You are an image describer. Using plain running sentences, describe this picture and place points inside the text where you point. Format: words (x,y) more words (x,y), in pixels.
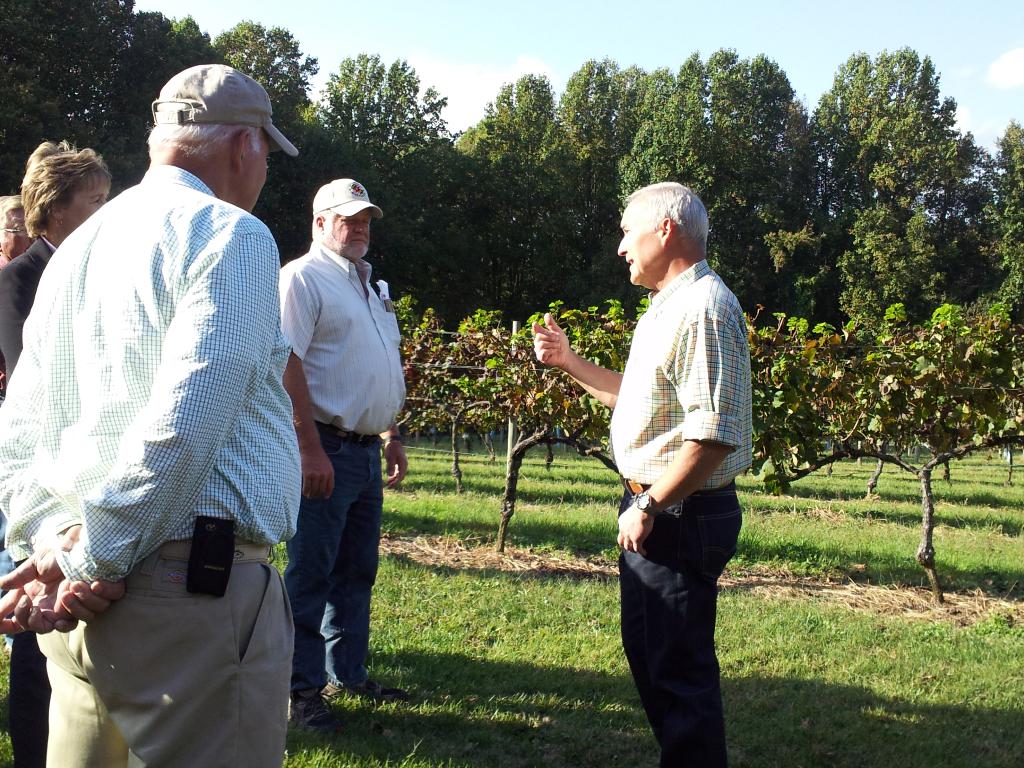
In this image we can see a group of people (285,346) standing. There is a grassy land (968,676) in the image. We can see many trees (902,292) and plants (930,366) in the image. We can see the sky (774,13) in the image. There are few people (326,334) wearing caps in the image.
